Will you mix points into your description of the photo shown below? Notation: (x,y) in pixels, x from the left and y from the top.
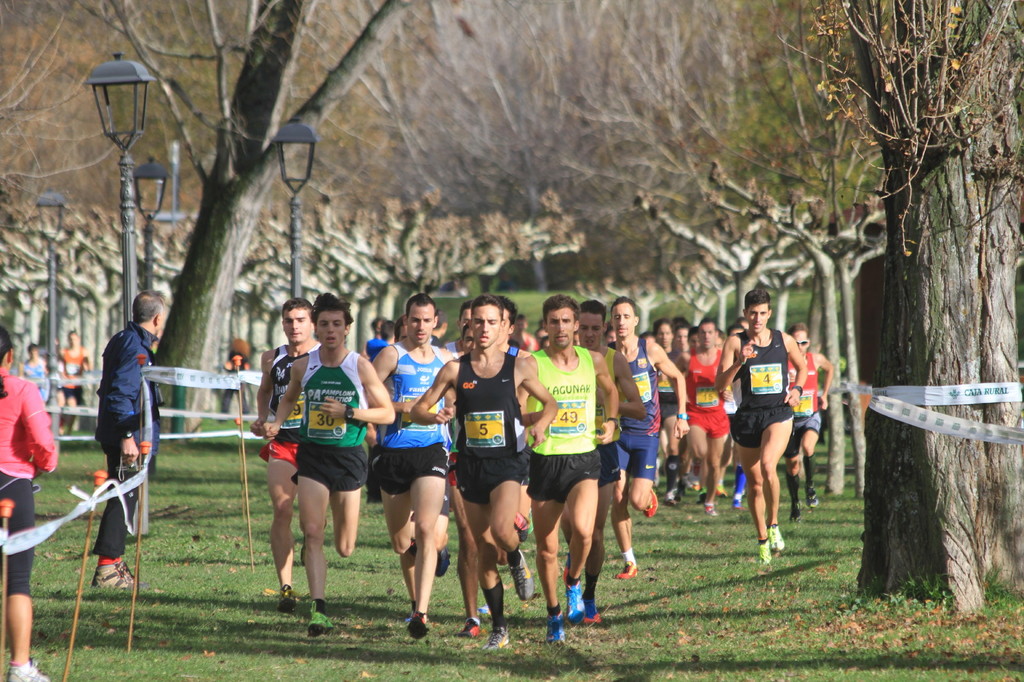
In this image we can see a few people (118,418), among them, some people (364,395) are running, there are some poles (150,252), lights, trees (218,322) and grass (362,569) on the ground (370,572).
